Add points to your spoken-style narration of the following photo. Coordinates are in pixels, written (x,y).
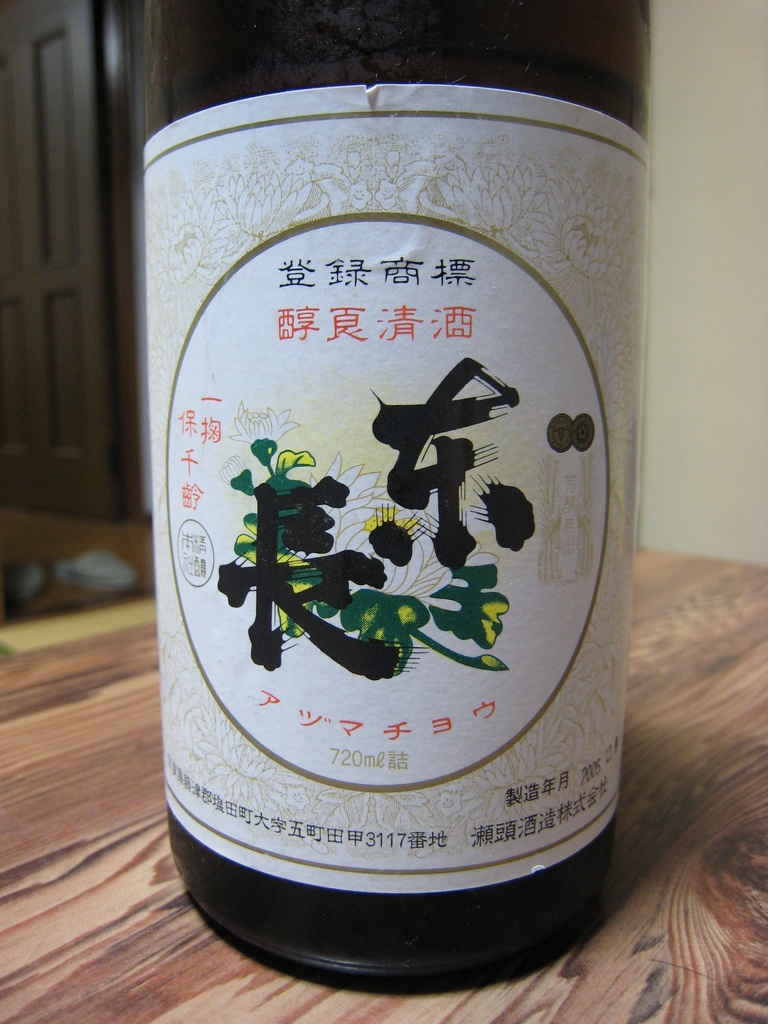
There is a bottle (421,400) in the foreground area of the image (363,629) on a wooden surface (31,754), there is a door (52,170) and an object (74,577) in the background (97,582).
